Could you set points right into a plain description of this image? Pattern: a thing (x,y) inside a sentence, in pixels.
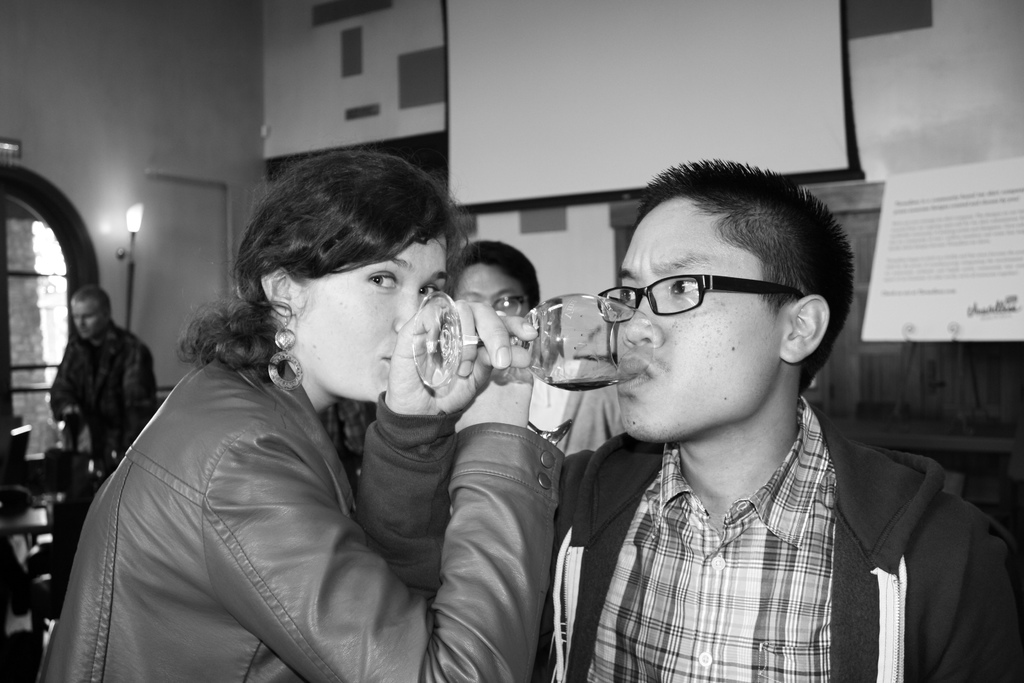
In this image I can see the group of people (242,447) with dresses (300,558) and two people (660,296) are wearing the specs (642,291). I can see these people (374,362) are holding the glasses (574,347). In the background (379,99) I can see the boards (880,244), screen (542,148) and the light (135,222) to the wall (119,137). And this is a black and white image.
